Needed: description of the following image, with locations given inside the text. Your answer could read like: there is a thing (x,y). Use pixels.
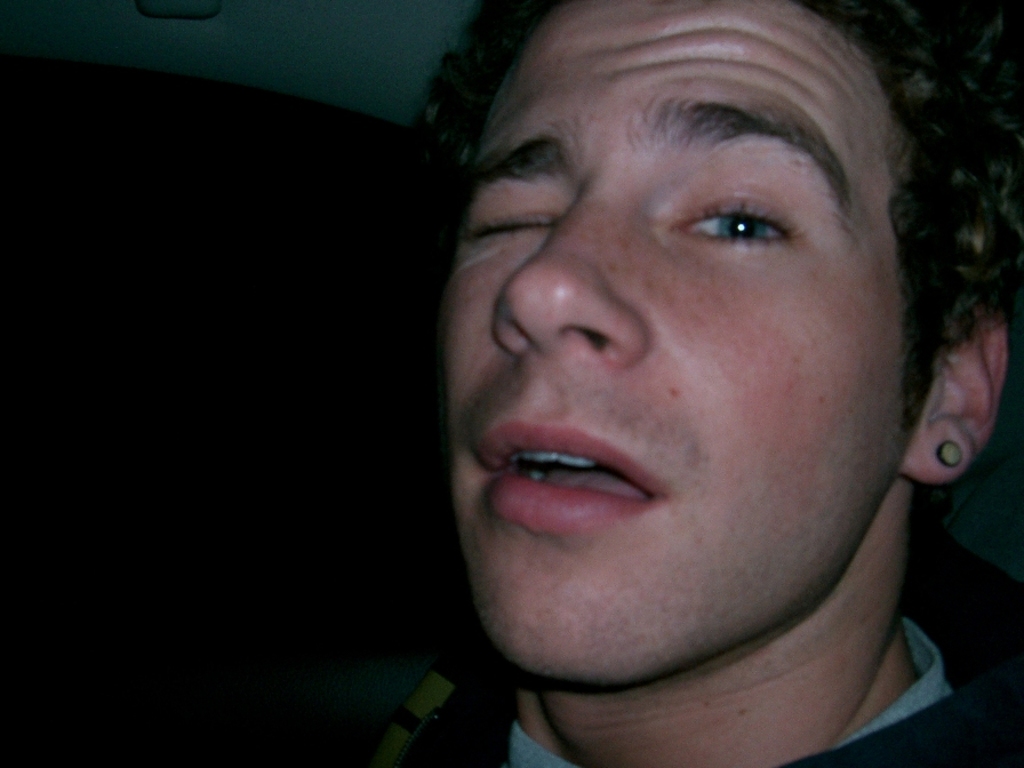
In this image, we can see a person (835,515) is winking an eye (512,231).
